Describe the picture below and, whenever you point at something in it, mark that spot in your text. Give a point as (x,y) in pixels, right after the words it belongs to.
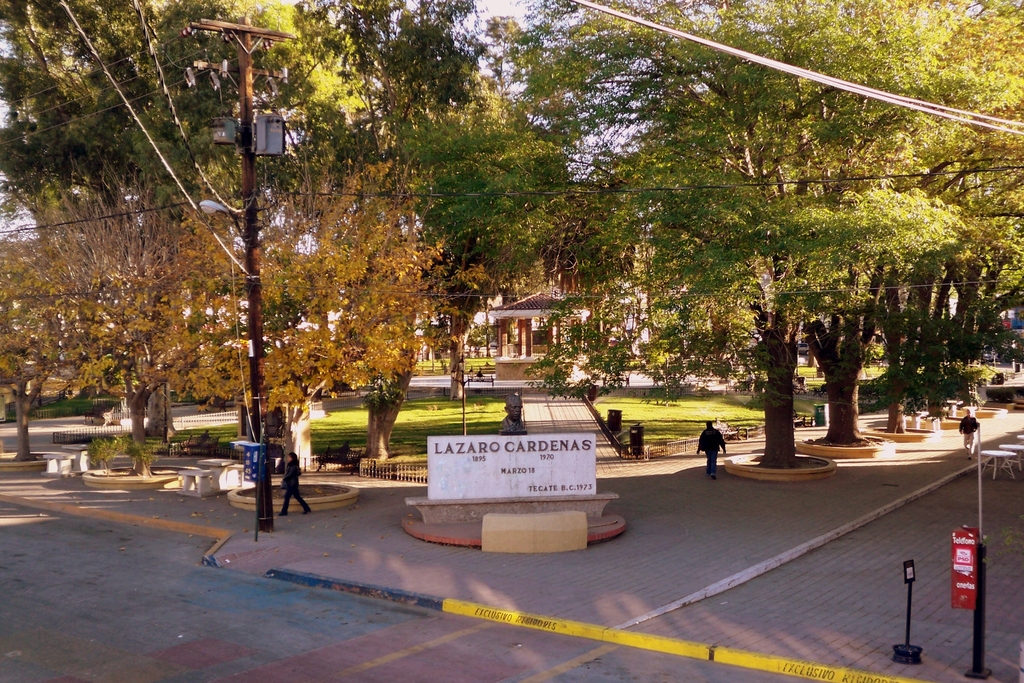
In the picture I can see people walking on the ground (661,536). In the background (356,362) I can see trees (788,456), fence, poles (465,387), wires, street lights (462,367), grass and some other things. In the background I can see the sky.
